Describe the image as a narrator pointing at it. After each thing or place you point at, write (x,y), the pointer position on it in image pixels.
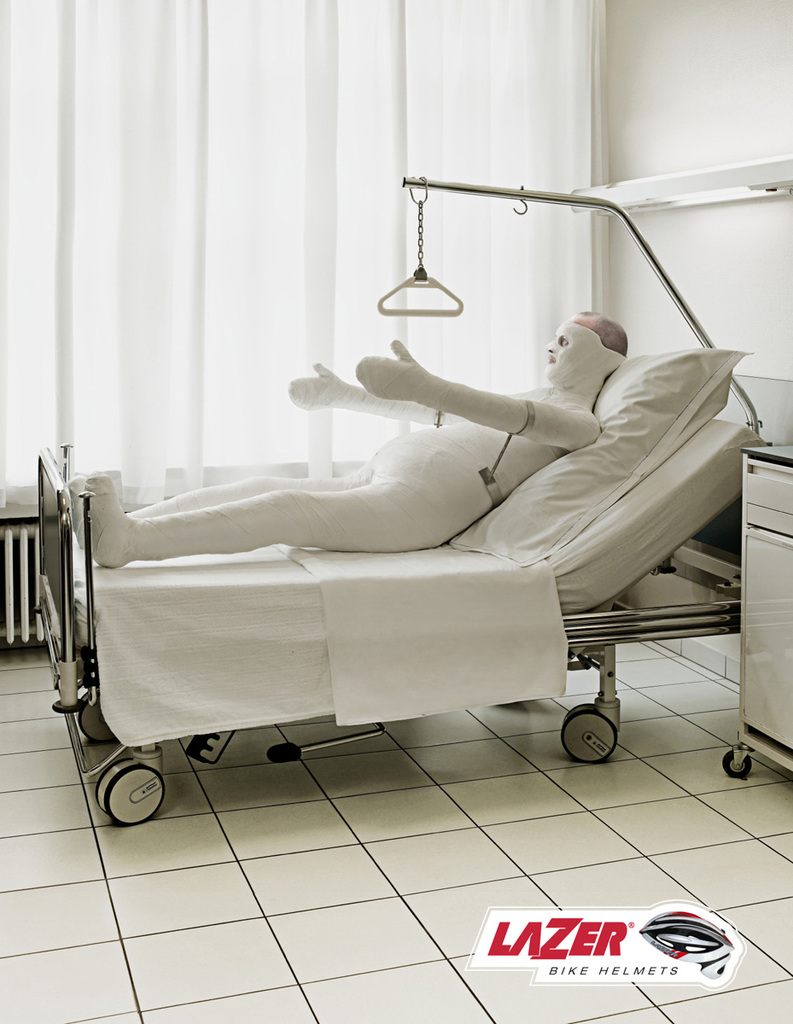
In this picture I can see a bed (561,610) in front (694,373), on which there is a person (505,399) who is lying on it and I can see the floor (494,708). On the right side of this picture (764,593) I can see a thing (773,696) which is of white color. In the background (552,328) I can see the white color curtain (95,182) and in the middle of this picture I can see a rod (626,217), on which there is a thing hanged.
